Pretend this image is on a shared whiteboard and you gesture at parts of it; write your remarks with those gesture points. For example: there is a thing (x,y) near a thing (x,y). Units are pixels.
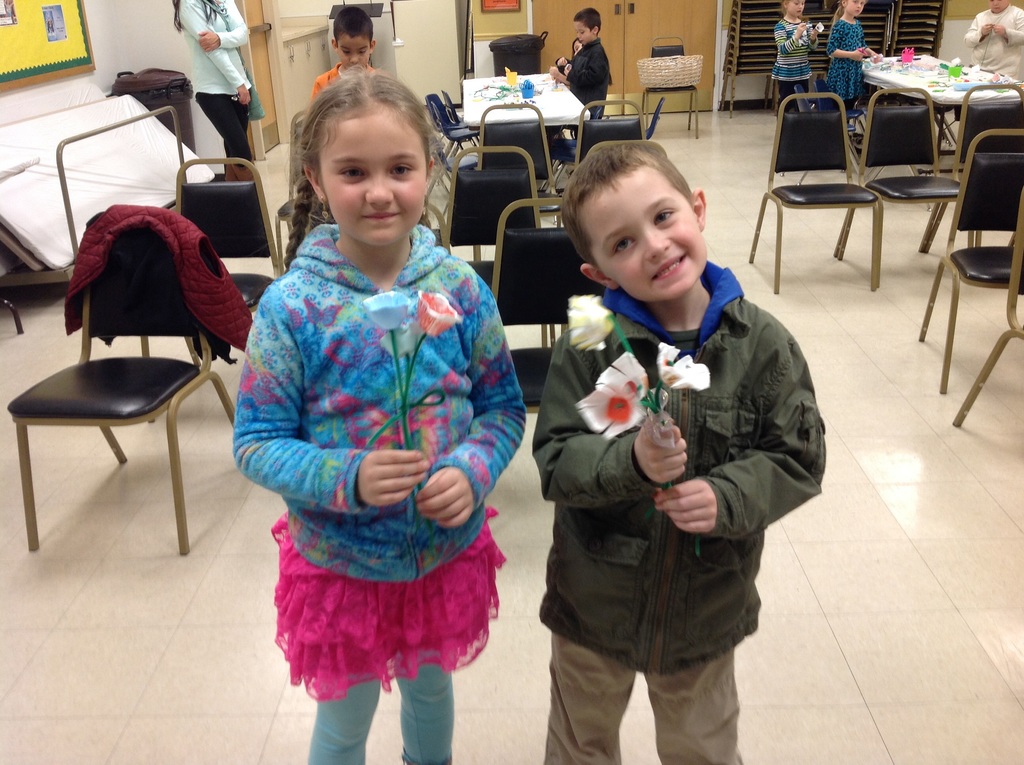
In this image there are two kids (453,508) in the middle of the room (529,448). The girl child (439,428) is holding the flowers (394,350) and the boy child (621,463) is also holding the flowers (638,398). At the back side (562,112) there are chairs (522,145), table (560,98) and few kids (560,79) who are playing. To the left side (54,54) top corner there is board (75,51) and wall (130,28). In the top (639,31) there is a cupboard (652,33).
